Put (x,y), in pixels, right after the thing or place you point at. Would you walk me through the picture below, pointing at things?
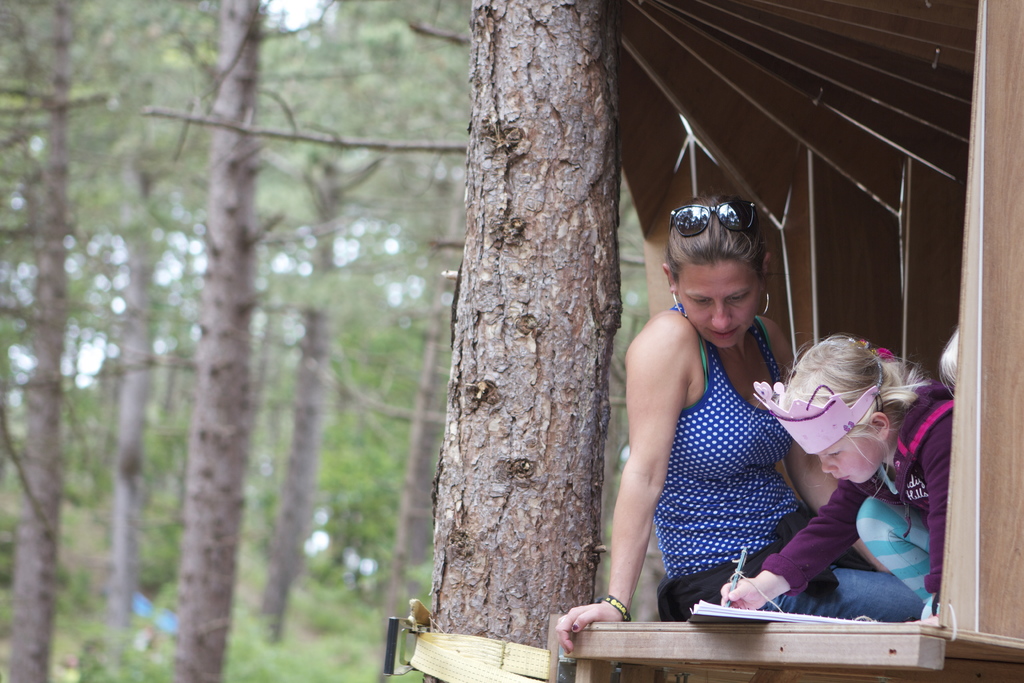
This image consists of a woman (725,514) and a child (828,557). The woman (738,527) is wearing blue top (744,507) and blue jeans (883,589). Beside her there is a tree (580,375). In the background (248,366), there are many trees (281,477). It looks like it is clicked in a forest (208,258).
